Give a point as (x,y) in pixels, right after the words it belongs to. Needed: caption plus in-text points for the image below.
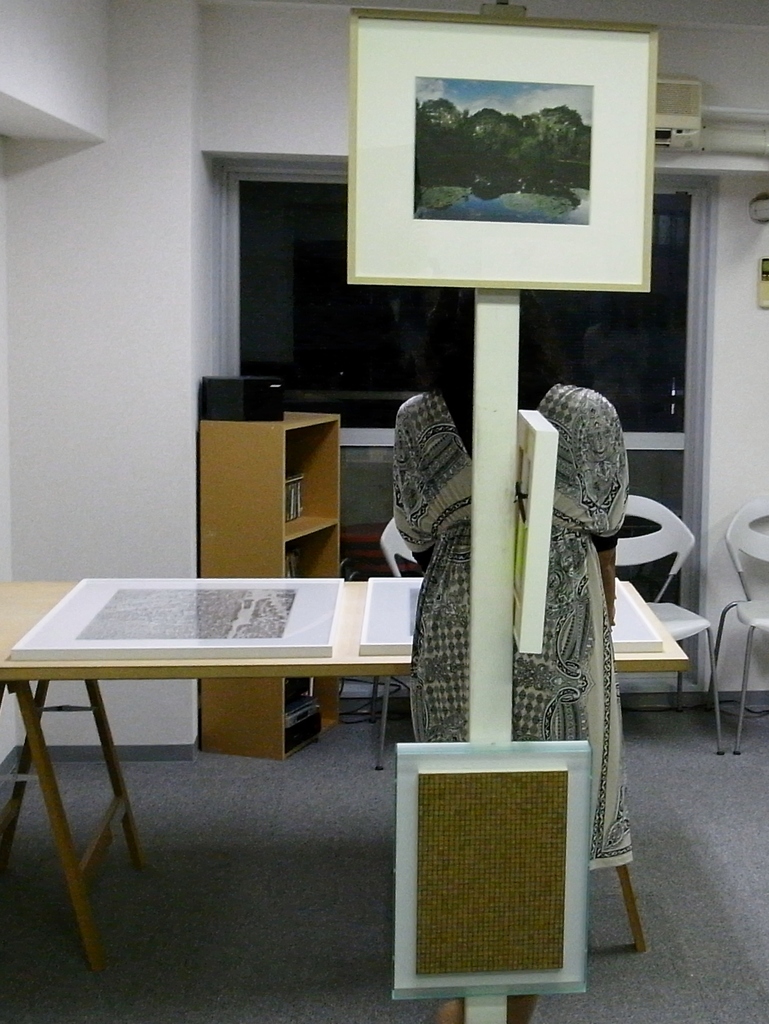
A lady (602,479) is facing her back (460,469) in the image. Behind her there is pole (493,568) with a photograph (533,36) mounted to it and beneath it a piece of box (474,802). There is a table (358,670) in front of her with two objects (383,608) on it. In the background (267,538) there is a stand (267,521) filled with objects (302,510) and a black box (279,413) on top of it. There are three white chairs (654,552) in the background (726,539). An AC (682,103) is mounted to the wall (729,413) in the top right corner of the image (688,110). Two Glass doors (653,246) are in the background (661,465).
